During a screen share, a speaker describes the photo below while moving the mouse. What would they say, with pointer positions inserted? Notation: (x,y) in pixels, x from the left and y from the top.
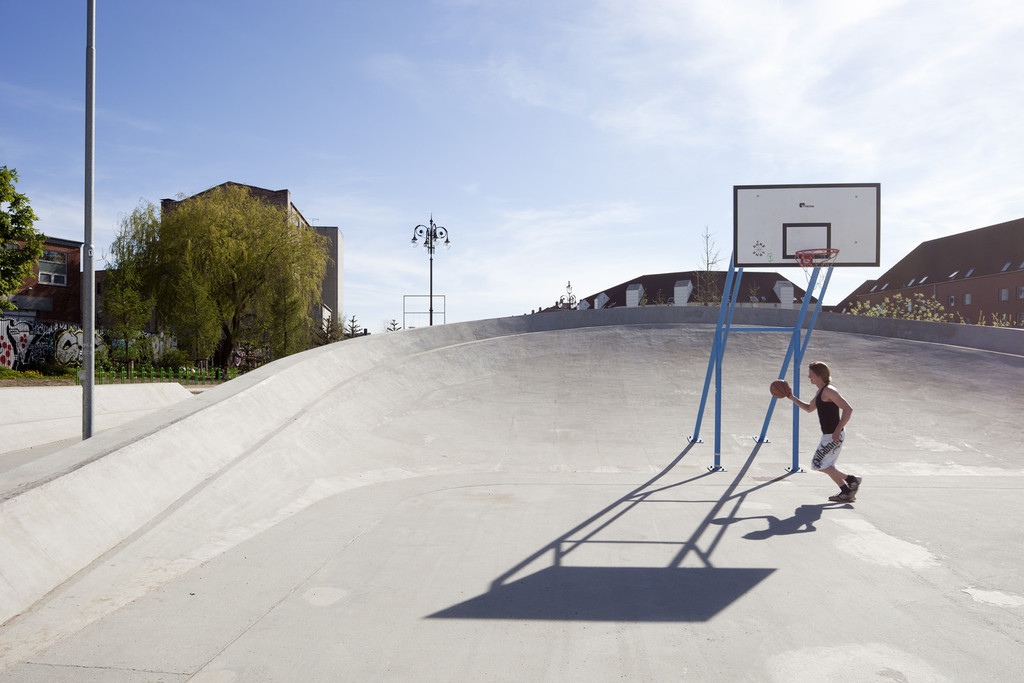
In this image I can see the floor (511,614), a basket ball goal post (777,258), a person (804,407) standing and holding a basketball (781,386), few poles (428,264), few trees (181,274) and few buildings (941,287). In the background (660,254) I can see the sky (573,92).
